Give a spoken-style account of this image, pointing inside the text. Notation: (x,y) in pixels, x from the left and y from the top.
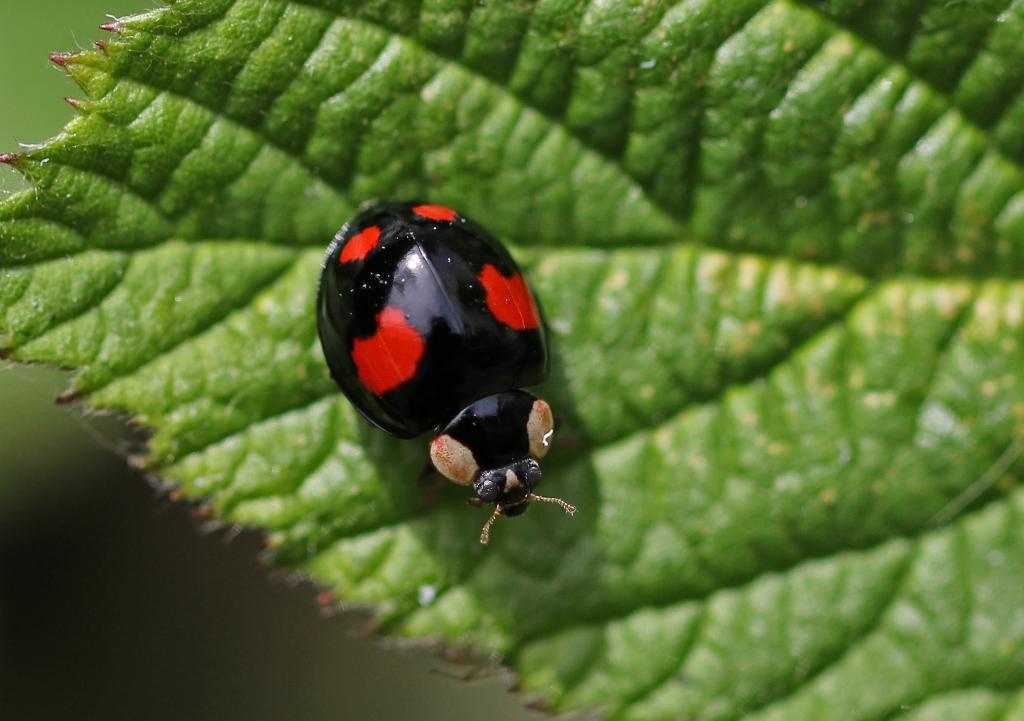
In this picture we can see an insect (434,303) on the leaf (665,383).
